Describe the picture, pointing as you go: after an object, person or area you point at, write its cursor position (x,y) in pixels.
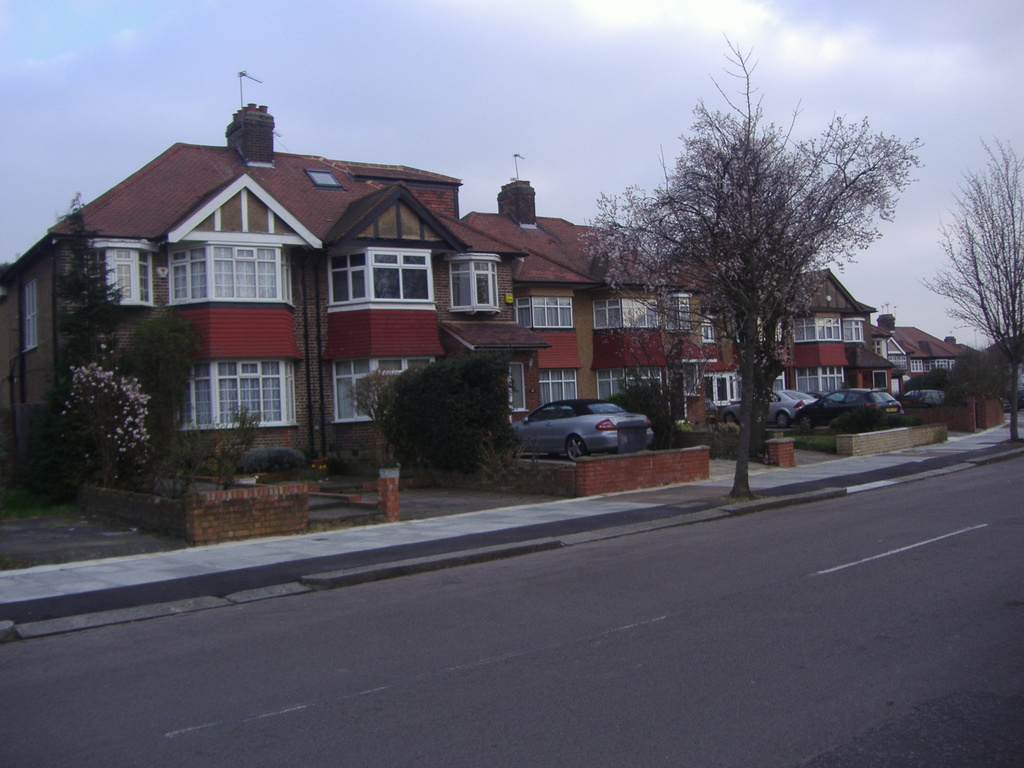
In this image I can see a road (11,756) and trees (735,490) on the right side (790,515), in the middle (384,316) there are many houses (927,349). The background (344,69) is the sky (326,76).
